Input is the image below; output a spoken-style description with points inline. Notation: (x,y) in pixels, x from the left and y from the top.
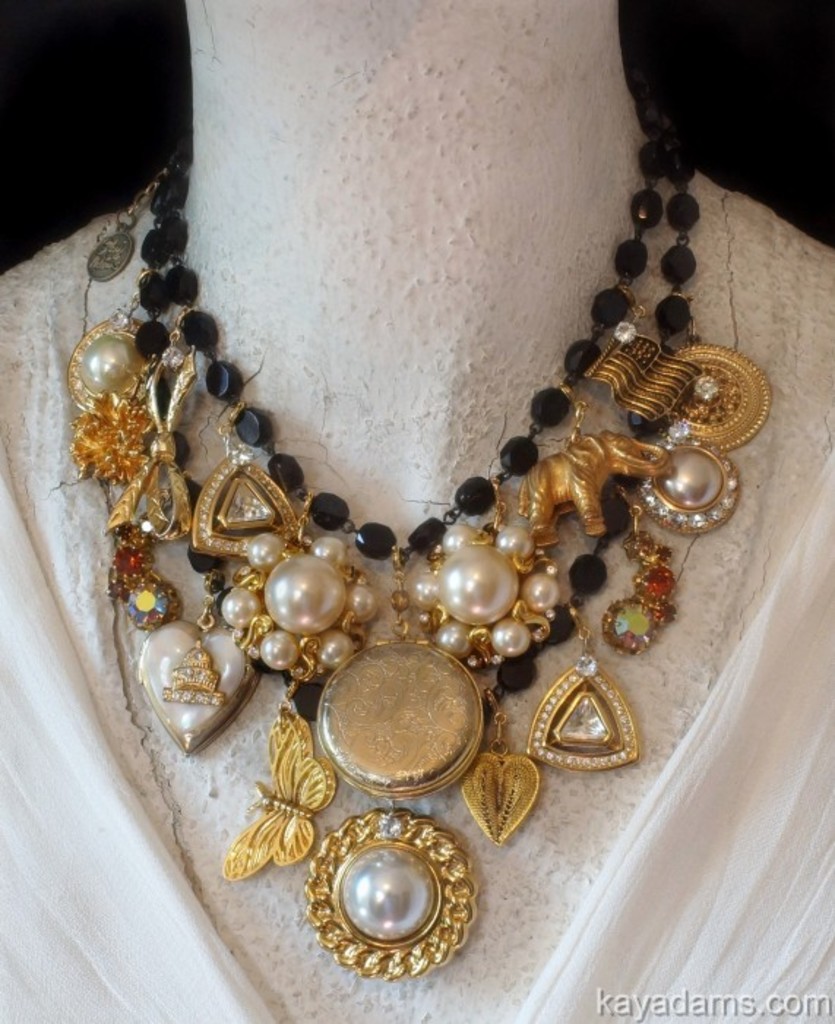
In this picture we can observe a necklace (248,534). There are some pearls (311,591) in this necklace (494,566). We can observe a white color cloth (612,947) and a watermark (622,1009) on the right side (732,994). This necklace (305,714) is placed around the neck (549,78) of a mannequin (277,142).
